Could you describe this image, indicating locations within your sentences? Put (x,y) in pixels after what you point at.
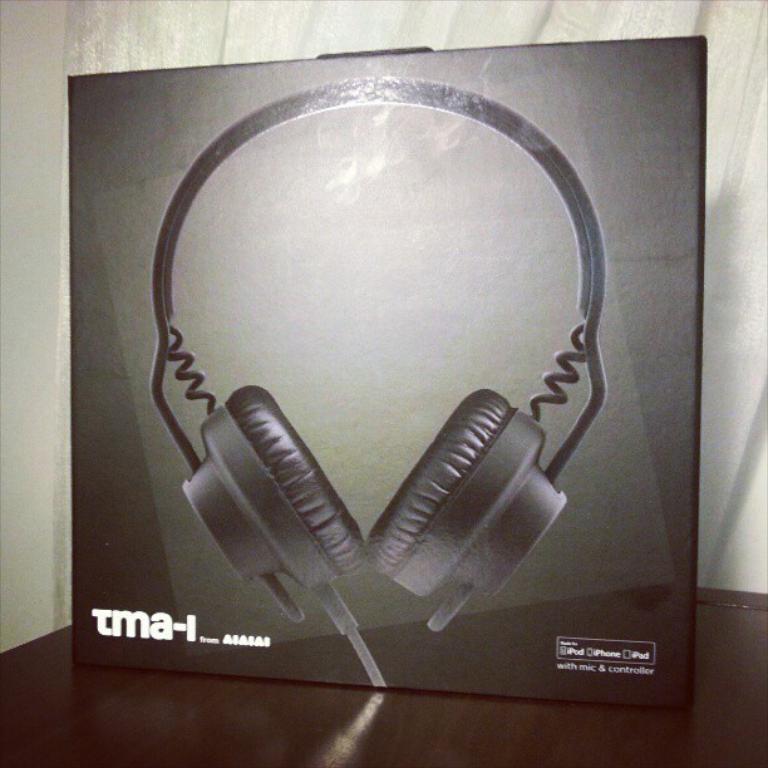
In this picture we can see a box (151,329) on the table (318,764). Behind the box (131,322), there is a curtain (747,5) and a wall (46,415). On the box (105,444), we can see the image of a headset (167,347) and words (108,611).
